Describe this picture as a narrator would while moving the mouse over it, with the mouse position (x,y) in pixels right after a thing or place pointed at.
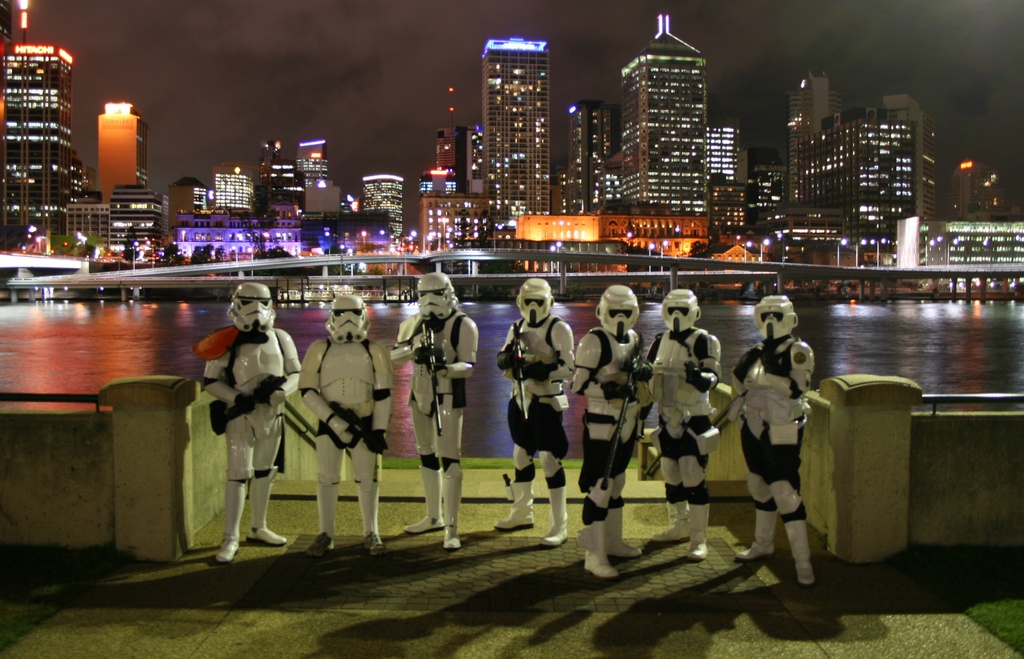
In this image we can see persons (239,433) wearing costumes (355,448) and holding rifles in their hands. In the background (160,342) we can see river (186,319), skyscrapers (795,172), buildings (468,226), electric lights (234,246) and sky (598,95).
